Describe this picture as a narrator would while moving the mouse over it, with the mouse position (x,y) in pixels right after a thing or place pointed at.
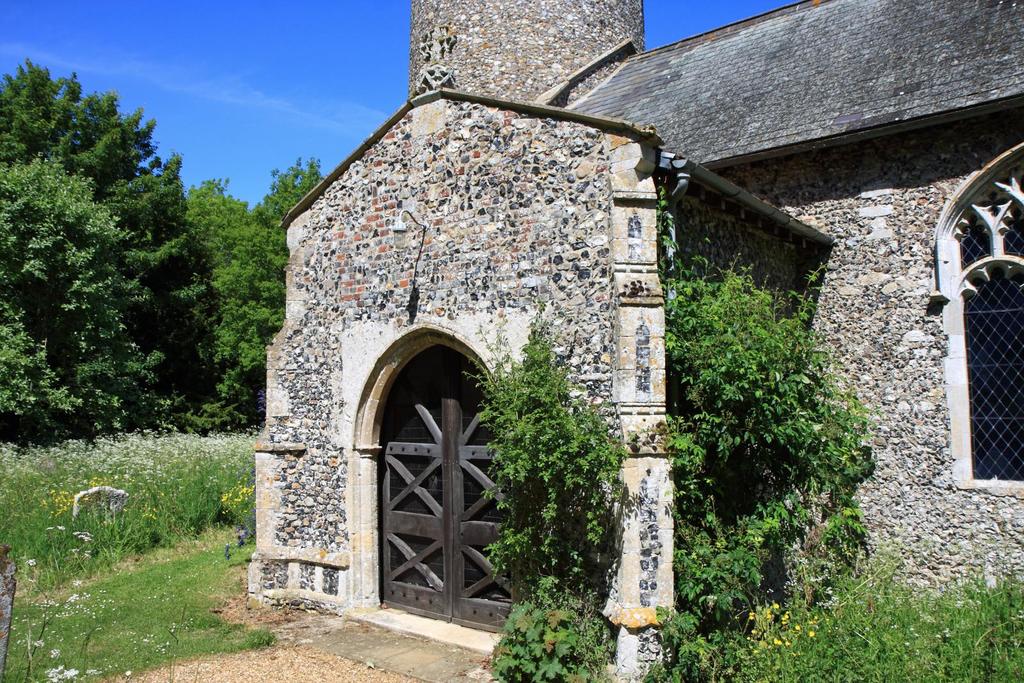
In this image there is a building (500,238) on the right side of this image (692,232) and there are some plants (601,442) on the bottom right side of this image (733,480) and the bottom left side of this image (169,464) as well. There are some trees (192,330) on the left side of this image (162,283) and there is a sky (275,73) on the top of this image (305,67).
